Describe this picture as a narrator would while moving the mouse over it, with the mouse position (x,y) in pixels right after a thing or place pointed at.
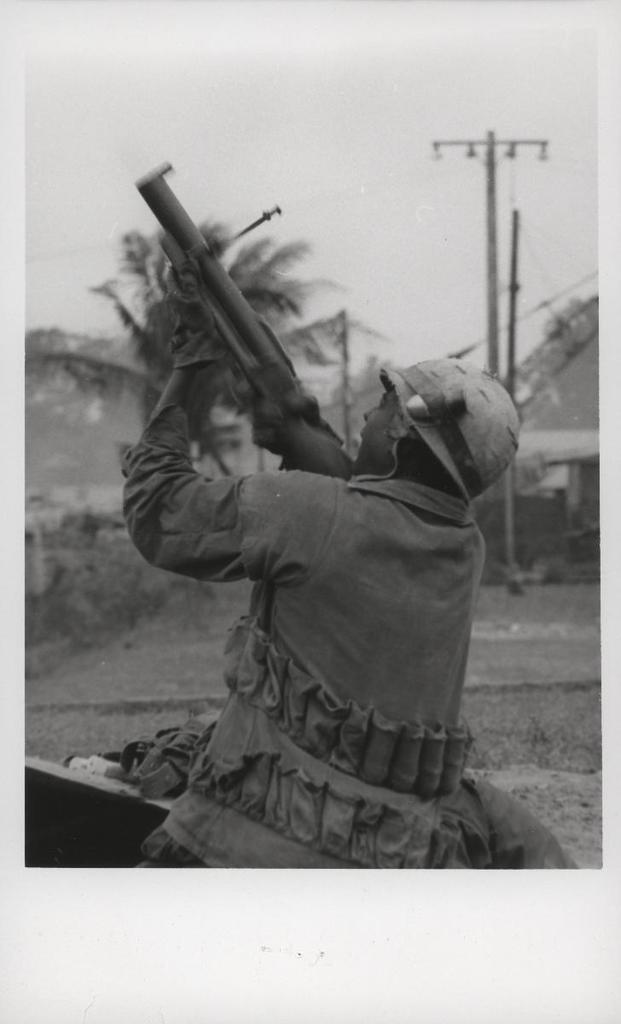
In this image I can see a person (399,635) is holding gun (333,450) and wearing helmet (492,459). Back I can see a house (558,484), current poles (514,260) and trees (245,258). The image is in black and white.
